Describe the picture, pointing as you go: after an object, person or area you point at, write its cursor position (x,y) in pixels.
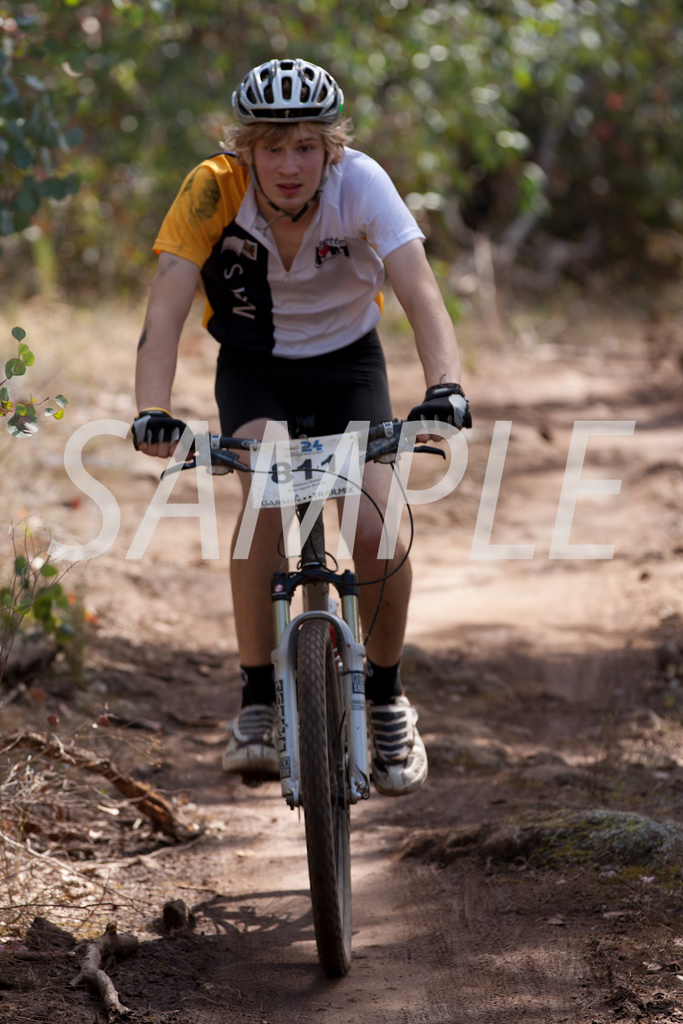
In this image, in the middle (304,378), we can see a man (370,256) riding on the bicycle (363,791). In the background (72,98), we can see some trees (505,87). At the bottom (462,759), we can see a land (481,1013) with some stones (464,761).
